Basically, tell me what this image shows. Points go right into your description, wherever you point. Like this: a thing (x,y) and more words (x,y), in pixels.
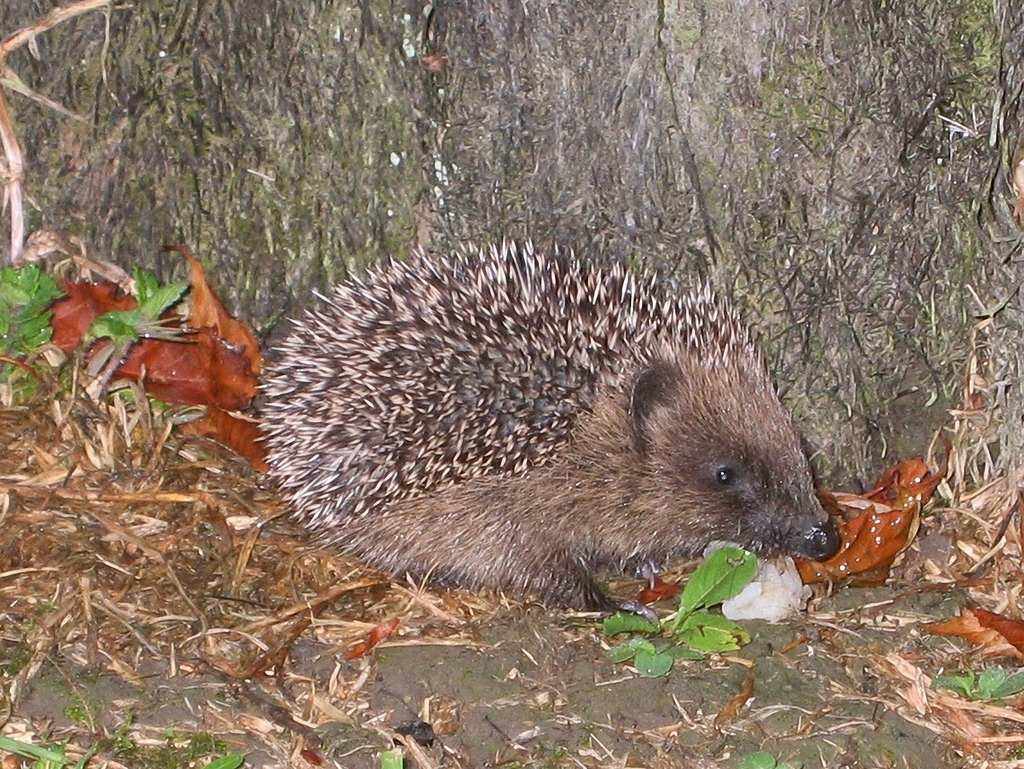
In this picture we can see an animal (596,344), leaves (31,269), sticks (114,508) on the ground (277,676) and in the background (601,233) we can see a tree trunk (416,151).
